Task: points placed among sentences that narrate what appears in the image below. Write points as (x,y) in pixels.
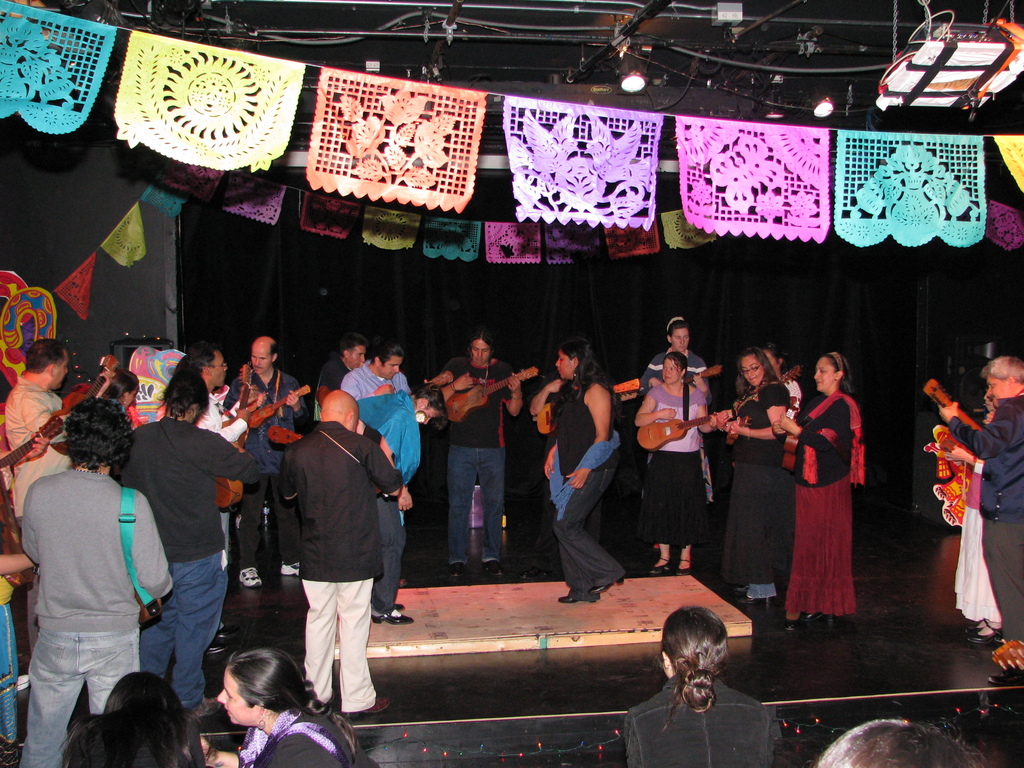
In the center of the image (464,437) we can see people (693,465) standing and playing musical instruments (734,438). At the top (91,103) there are decors (342,116) and lights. At the bottom (583,704) there is a floor (510,717).
